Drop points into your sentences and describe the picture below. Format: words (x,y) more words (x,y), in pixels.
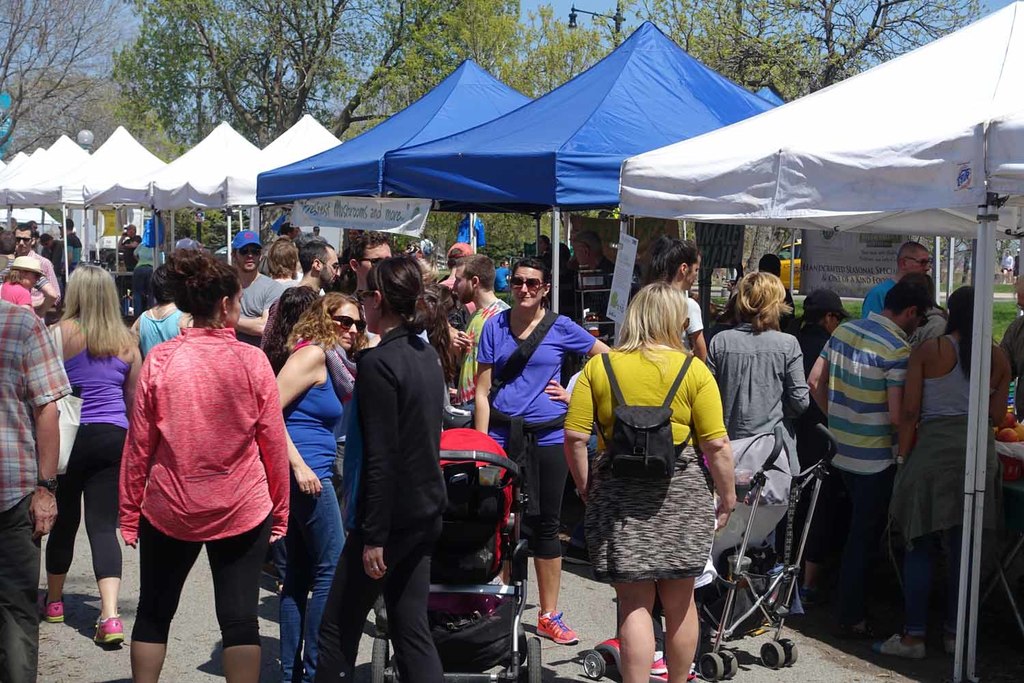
In the foreground of the picture (489,468) there are people (583,489) and carts (751,494). In the center of the picture (532,247) there are tents (571,197) and other objects (406,206). In the background (417,24) there are trees (589,41) and pole (578,17).
